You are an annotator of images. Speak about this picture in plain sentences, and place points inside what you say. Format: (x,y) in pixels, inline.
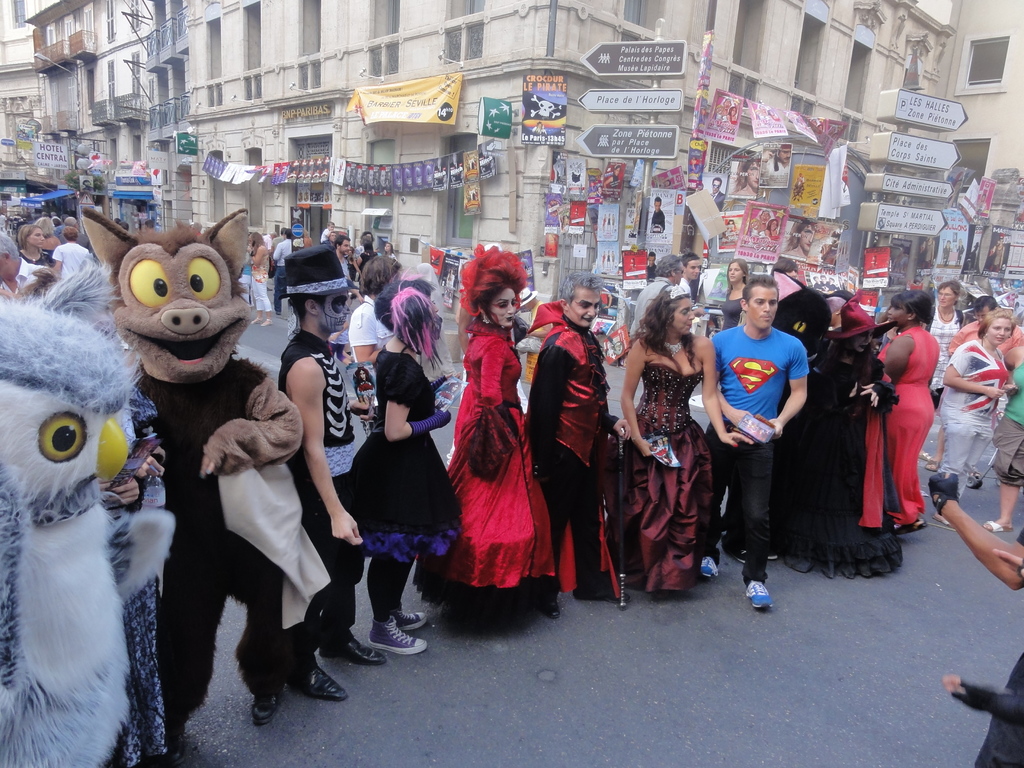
In this image, we can see a group of people (30,675) are standing on the road (852,665). Here few people (671,434) are wearing different costumes (550,428). Background (953,270) we can see buildings (56,107), walls (332,141), posters (969,244), banners (376,193), sign boards (934,155), poles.
